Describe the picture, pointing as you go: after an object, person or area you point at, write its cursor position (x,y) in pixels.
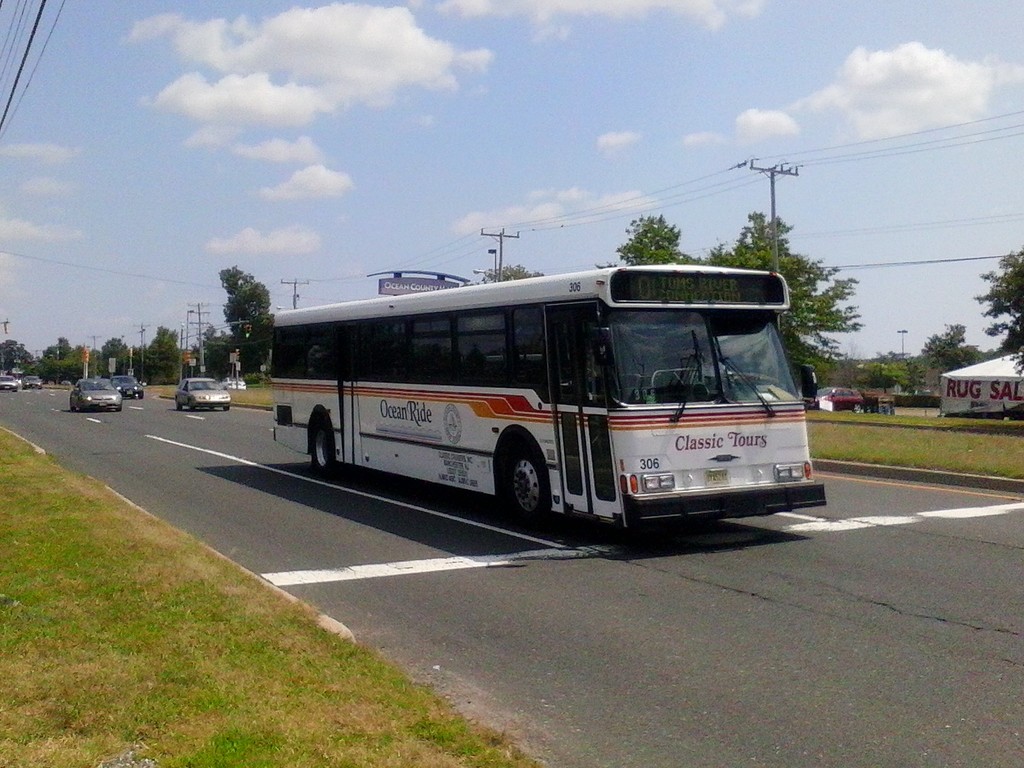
In this image I see the road (388,521) on which there is a bus (300,382) and I see few cars (97,397) over here and I see the grass (63,582) on either sides and in the background (865,375) I see the trees (48,356), poles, wires (985,132), sky (800,157) and I see a car (836,398) over here and I see a banner (955,390) over here on which there are words (975,382) written.
